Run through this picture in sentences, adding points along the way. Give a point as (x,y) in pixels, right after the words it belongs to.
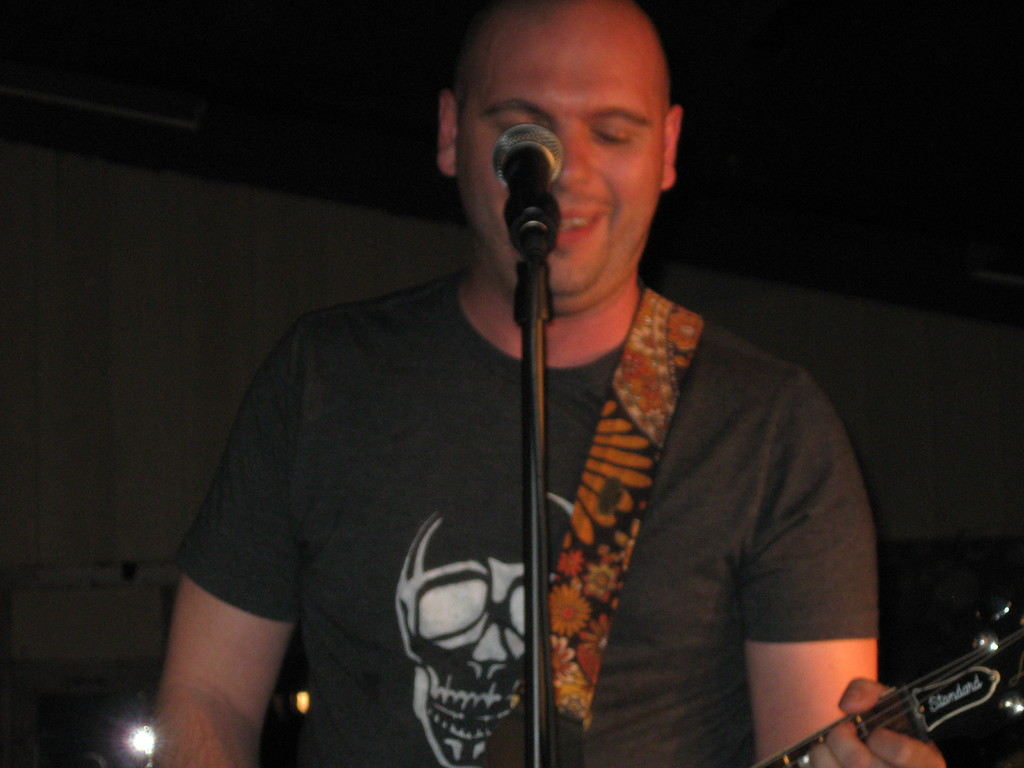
In this picture we can see man (633,93) singing on mic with guitar (1006,637) in his hand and in background (1005,740) we can see some light (147,725) and it is dark.
